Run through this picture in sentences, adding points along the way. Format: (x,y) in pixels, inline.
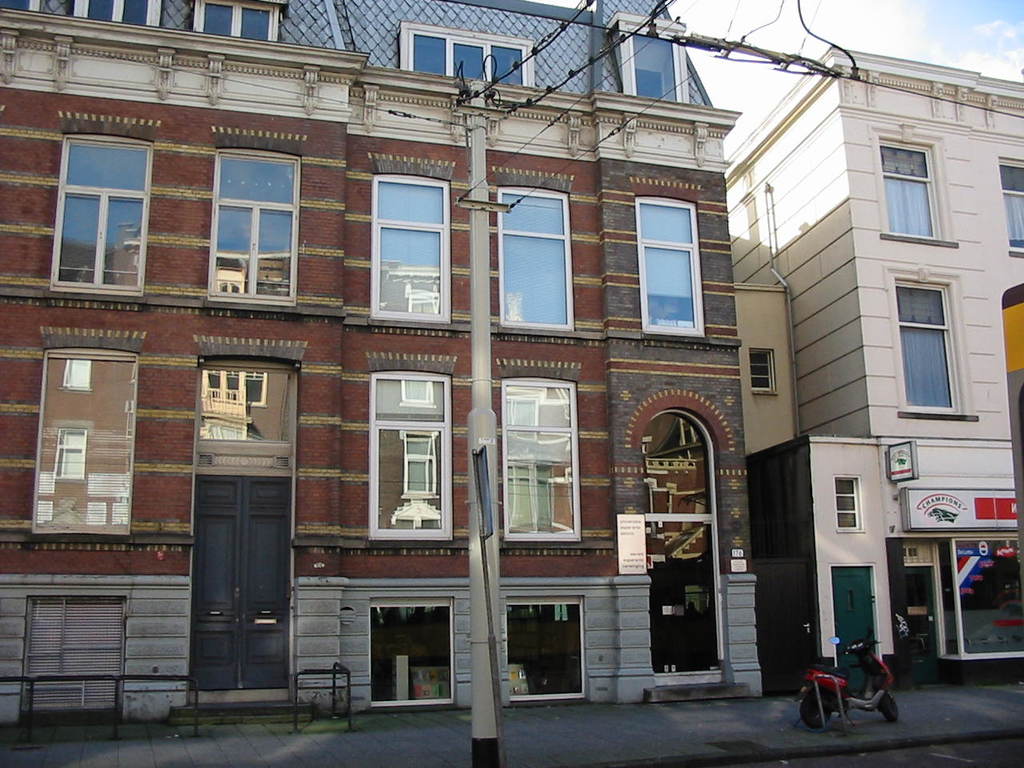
In this image in the front (495,447) there is a pole (486,624) and there are wires (464,84) on the pole (470,106). In the background (577,329) there are buildings (796,429) and in front of the building (875,613) on the right side (863,695) there is a vehicle (865,695) and the sky (1007,37) is cloudy.
